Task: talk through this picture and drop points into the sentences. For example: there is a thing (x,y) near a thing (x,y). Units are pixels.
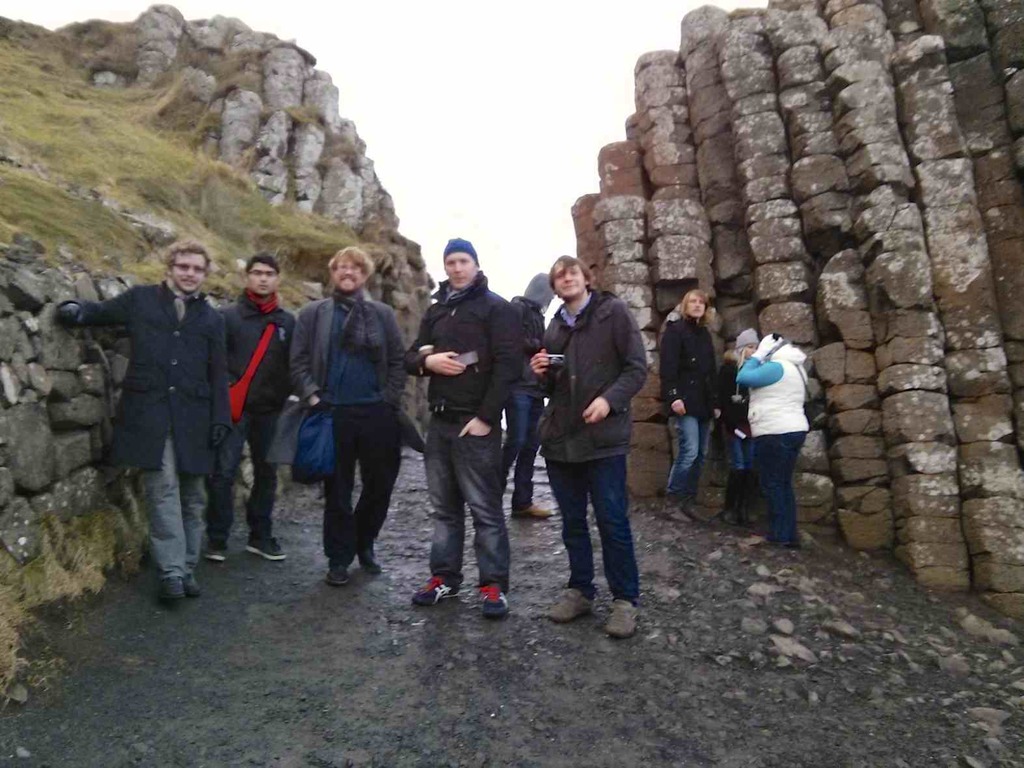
In this picture we can see some men (493,492) standing in the front (443,465), wearing a jacket (488,354) and giving a pose to the camera. Behind there is a mountains (267,198) and grass (150,179). On the left side (335,198) there are some rocks (339,210).
